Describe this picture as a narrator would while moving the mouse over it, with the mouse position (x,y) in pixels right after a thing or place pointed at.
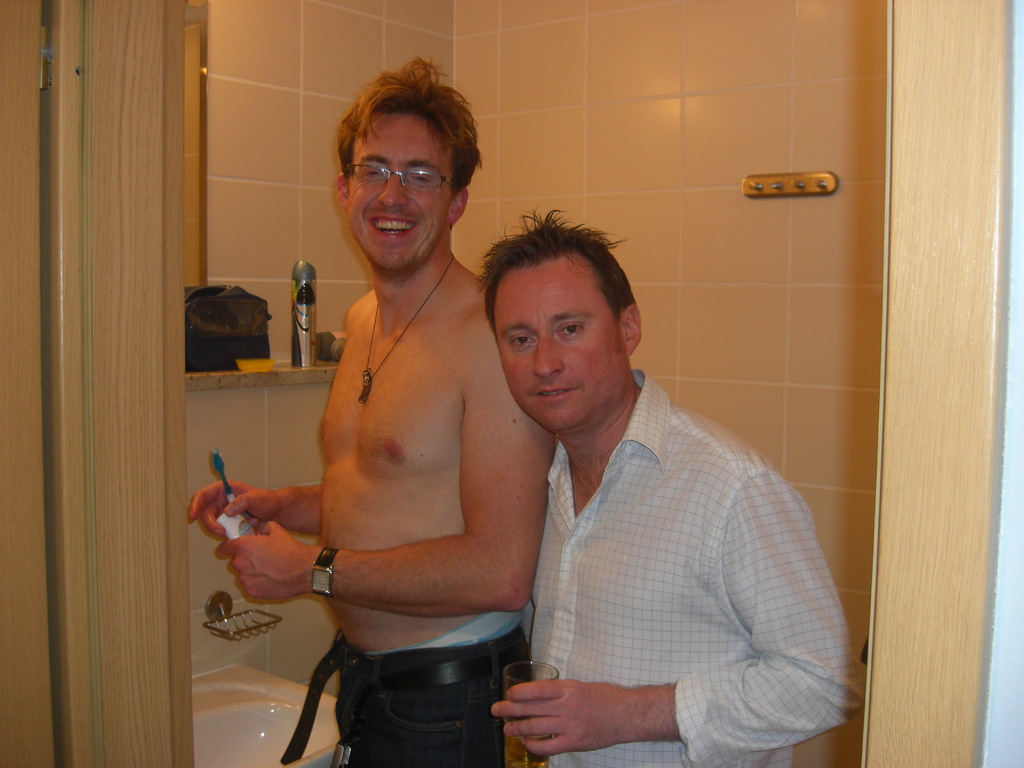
In this image there are two people (488,534) standing with a smile on their face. Beside them there is a sink (252,682), one of them is holding a brush (234,491) and a paste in his hand (261,496), above the sink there is a rack (191,377) with some objects (243,333) on top of it, behind them there is a wall (743,204) and a hanger (799,175) is hanging. On the left side of the image (31,470) there is a door (51,687).
